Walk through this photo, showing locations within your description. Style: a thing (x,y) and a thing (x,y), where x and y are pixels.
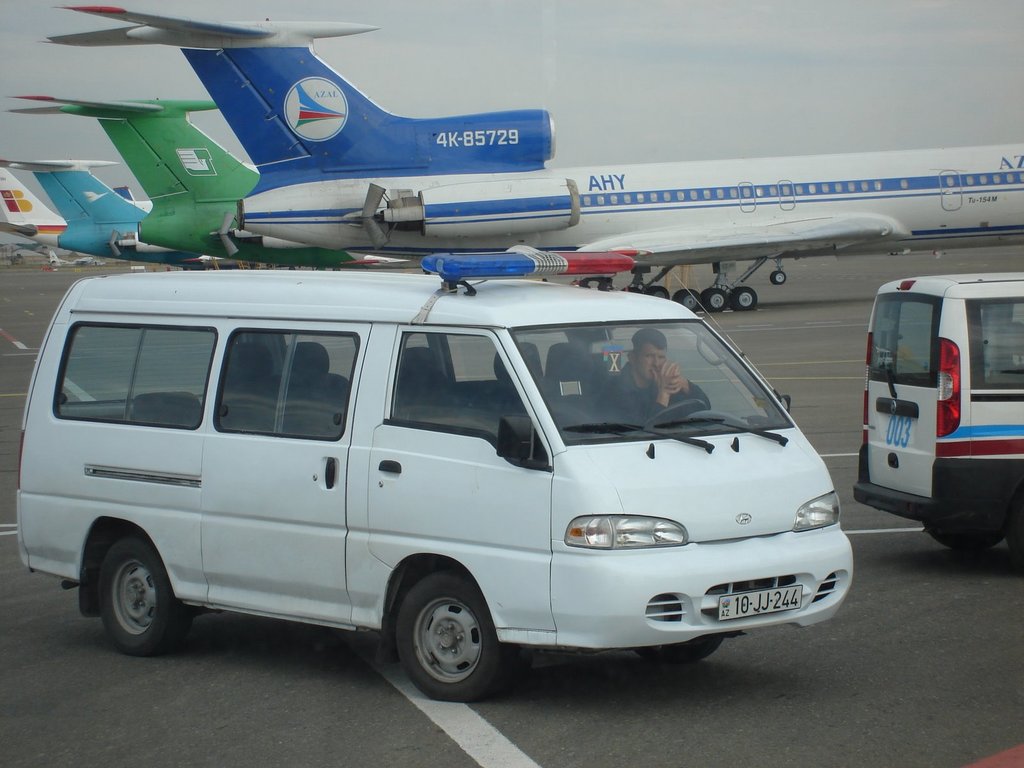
In this image I can see few airplanes (331,214). I can see two vehicles (900,480). I can see the sky (753,114).
